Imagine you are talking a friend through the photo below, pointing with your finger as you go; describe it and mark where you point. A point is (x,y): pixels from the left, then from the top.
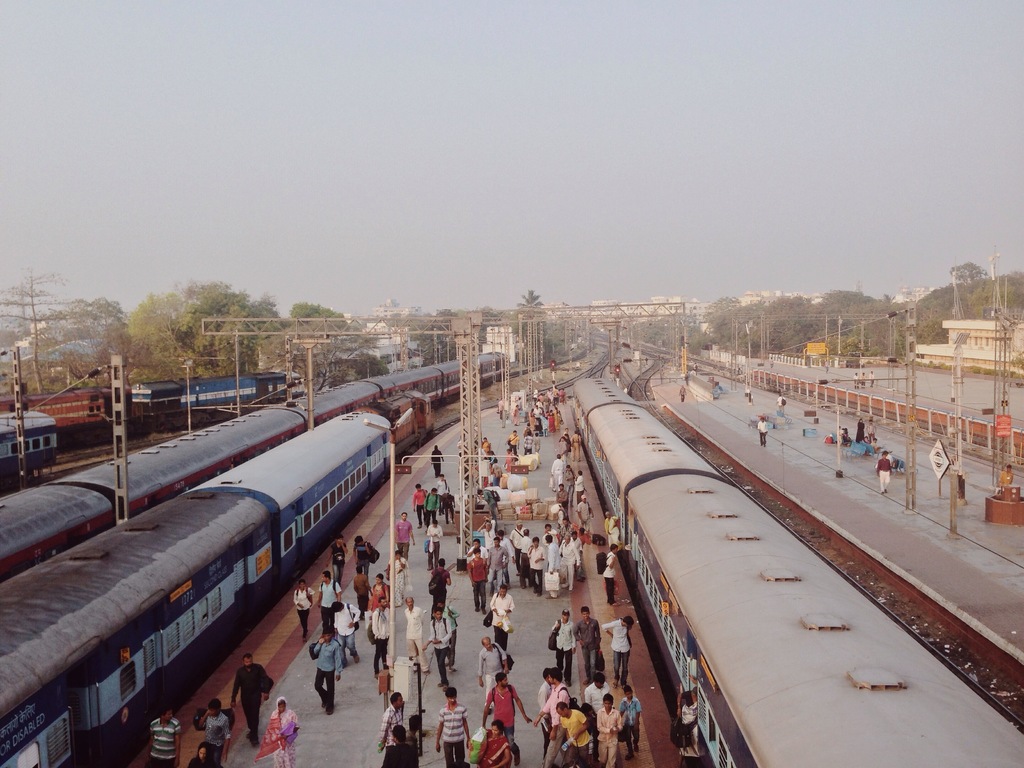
Here I can see a railway station (408,548). There are some trains (728,610) on the railway tracks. I can see many people (372,559) are walking on the platforms (352,727) and there are some poles (459,499). In the background (393,322), I can see the buildings (687,310) and trees (211,346). On the top of the image (418,131) I can see the sky (496,125).
